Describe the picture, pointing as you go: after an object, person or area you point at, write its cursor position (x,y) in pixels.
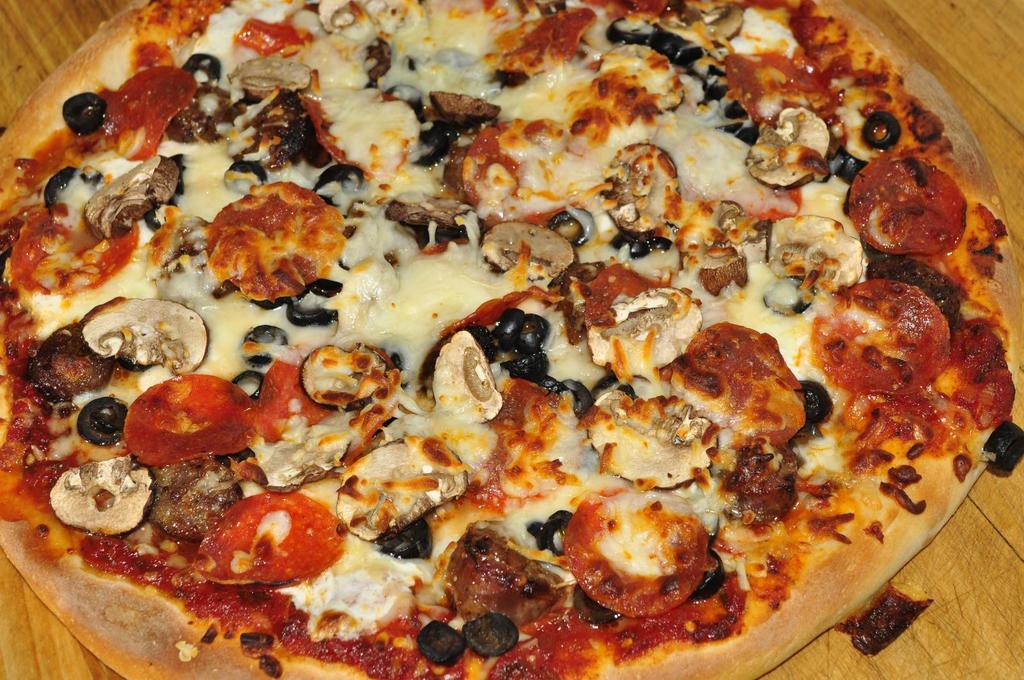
In the image we can see the wooden surface (961,611) and on it there is a pizza (609,441).
